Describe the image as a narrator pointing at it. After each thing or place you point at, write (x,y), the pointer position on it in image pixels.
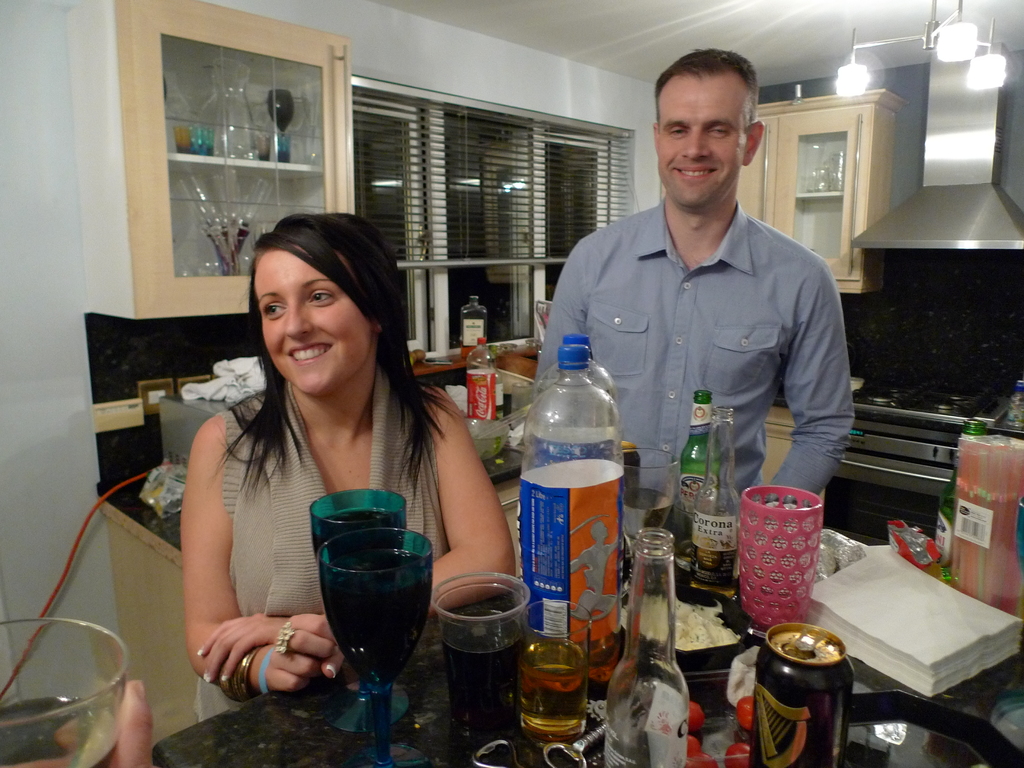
In this image I see a woman (388,389) and a man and both of them are smiling and I can also see there is a table (1014,689) in front of them, on which there are many glasses (390,617), bottles (657,658) and tissues (842,577). In the background (844,113) I see the cupboards (132,24), lights (852,83), wall (1004,49) and the window (423,143).
